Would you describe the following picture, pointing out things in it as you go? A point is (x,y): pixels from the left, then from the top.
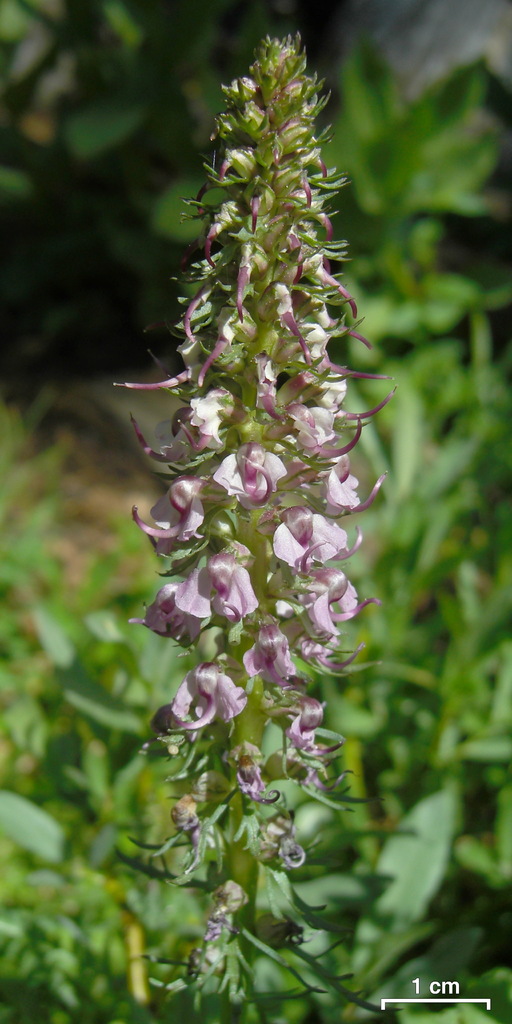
In this picture there are light pink color flowers (232,410) on the plant (230,1011). At the back (141,949) there are plants (30,726). In the bottom right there is a text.
